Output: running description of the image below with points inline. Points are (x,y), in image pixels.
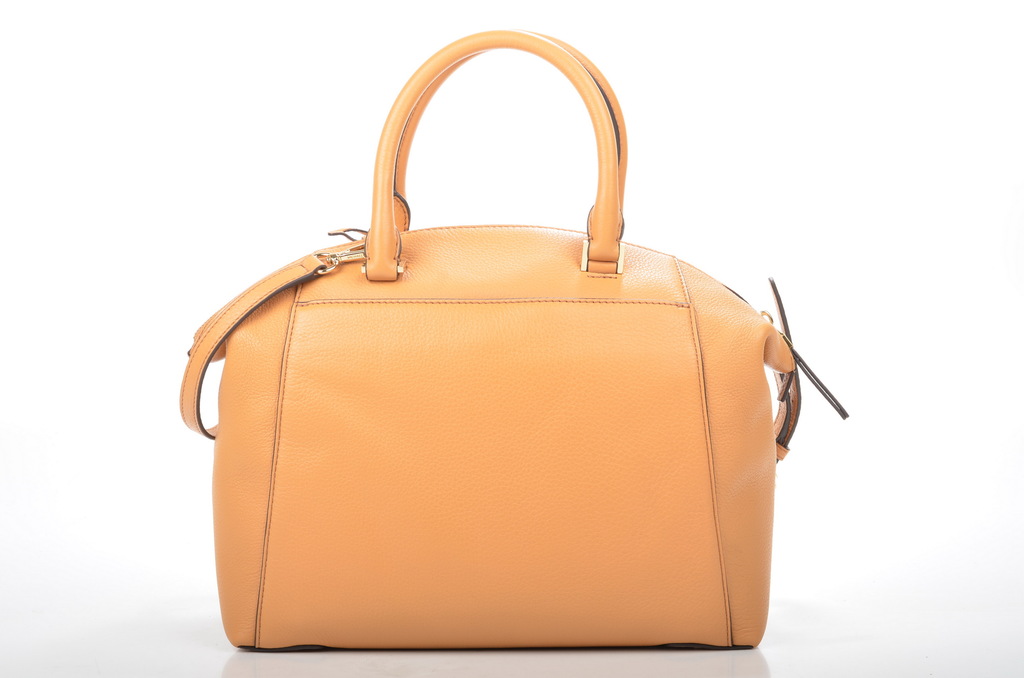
In this picture we can see a bag (529,415).
